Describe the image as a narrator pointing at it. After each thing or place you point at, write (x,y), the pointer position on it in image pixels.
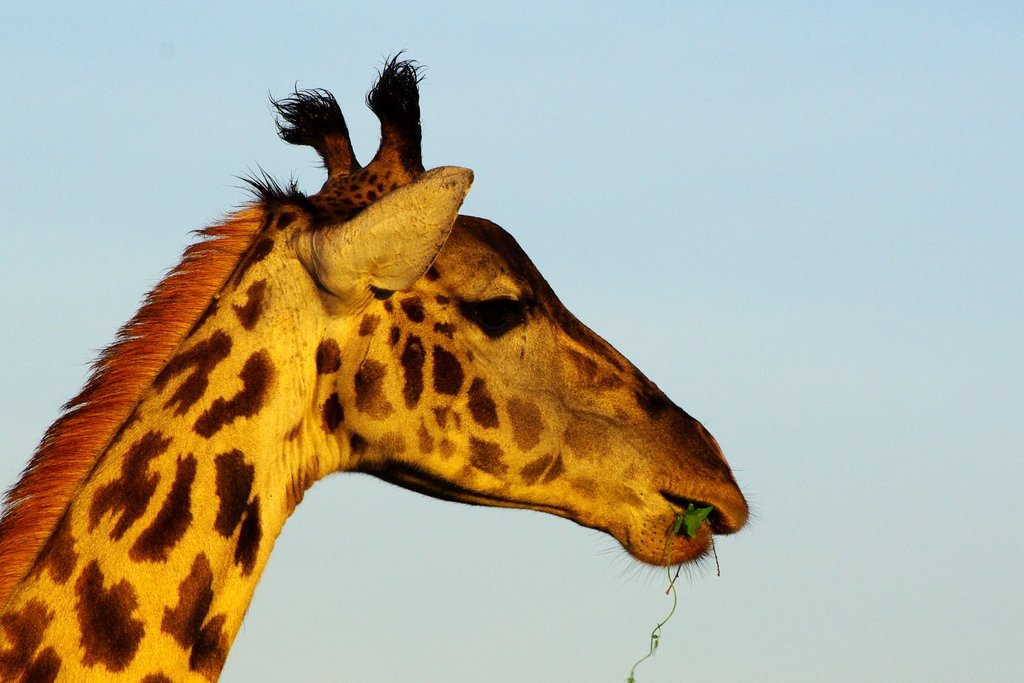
In this image we can see one giraffe (607,494) eating grass (689,527) and the background (568,26) there is the sky (681,576).
